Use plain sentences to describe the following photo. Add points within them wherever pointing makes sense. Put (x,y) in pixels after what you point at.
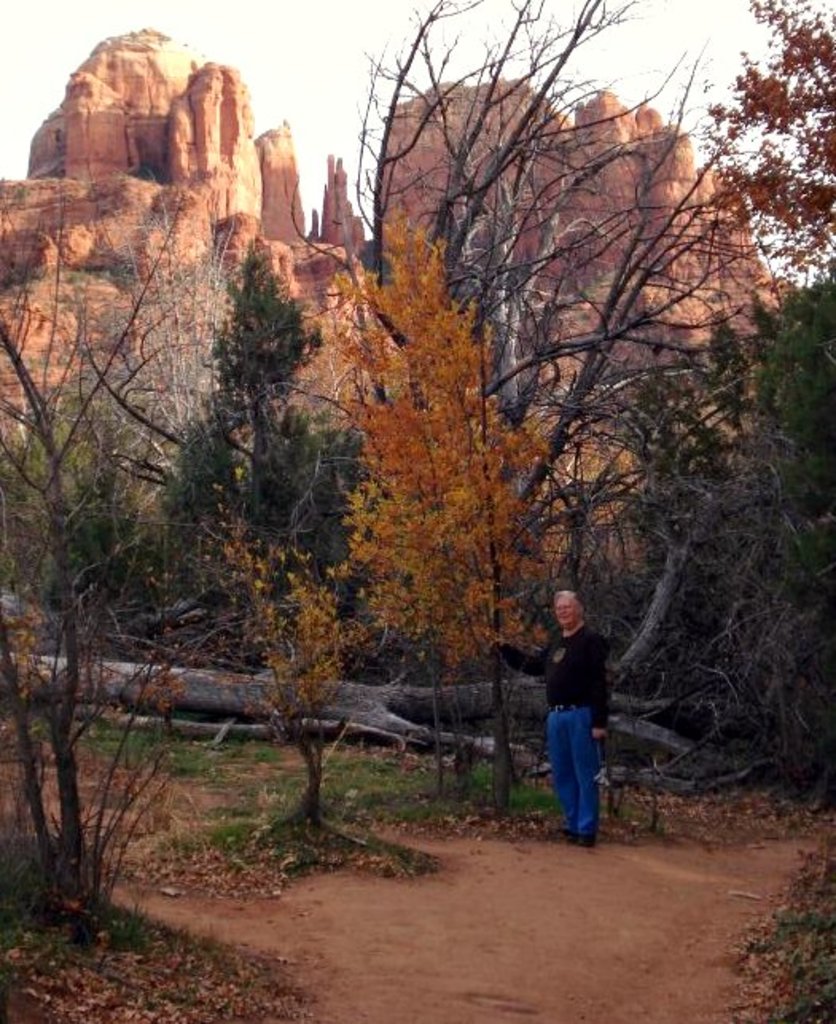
In this picture we can observe a person (577,657) wearing black color T shirt (563,680). The person (568,699) is standing beside the yellow color tree (464,617). We can observe some dried and green color trees (568,469) in this picture. In the background (324,138) there are hills (188,158) and a sky (13,121).
